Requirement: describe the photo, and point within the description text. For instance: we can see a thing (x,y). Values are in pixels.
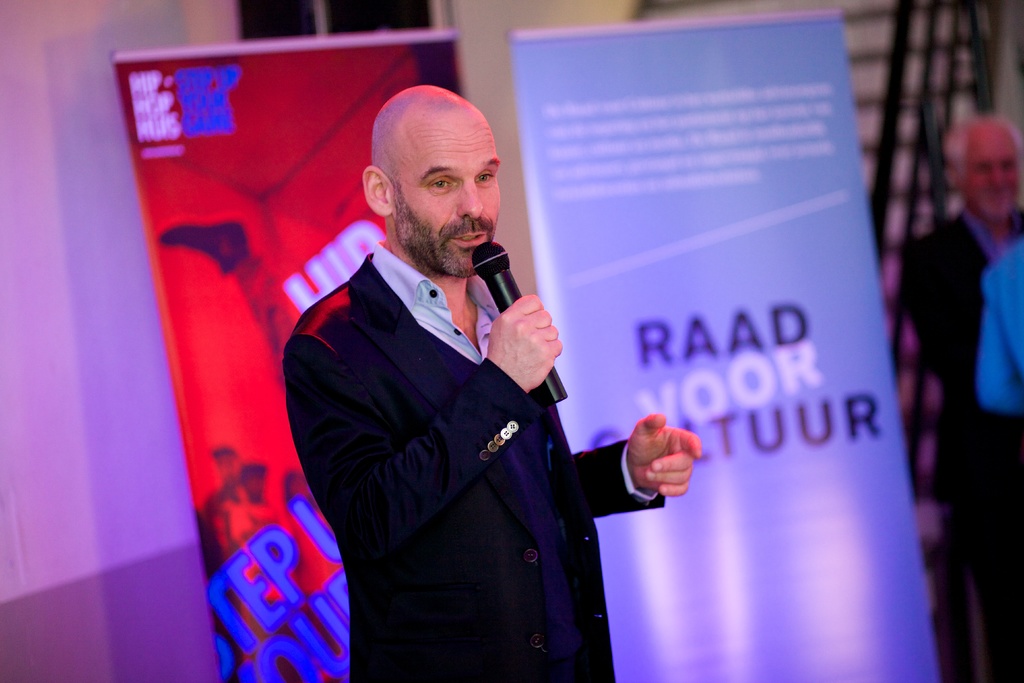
In this image we can see a few people (530,492), one of them is holding a mic (496,271), he is talking, behind him there are two banners (208,190) with text (590,171) on it, also we can see the wall (503,112).
